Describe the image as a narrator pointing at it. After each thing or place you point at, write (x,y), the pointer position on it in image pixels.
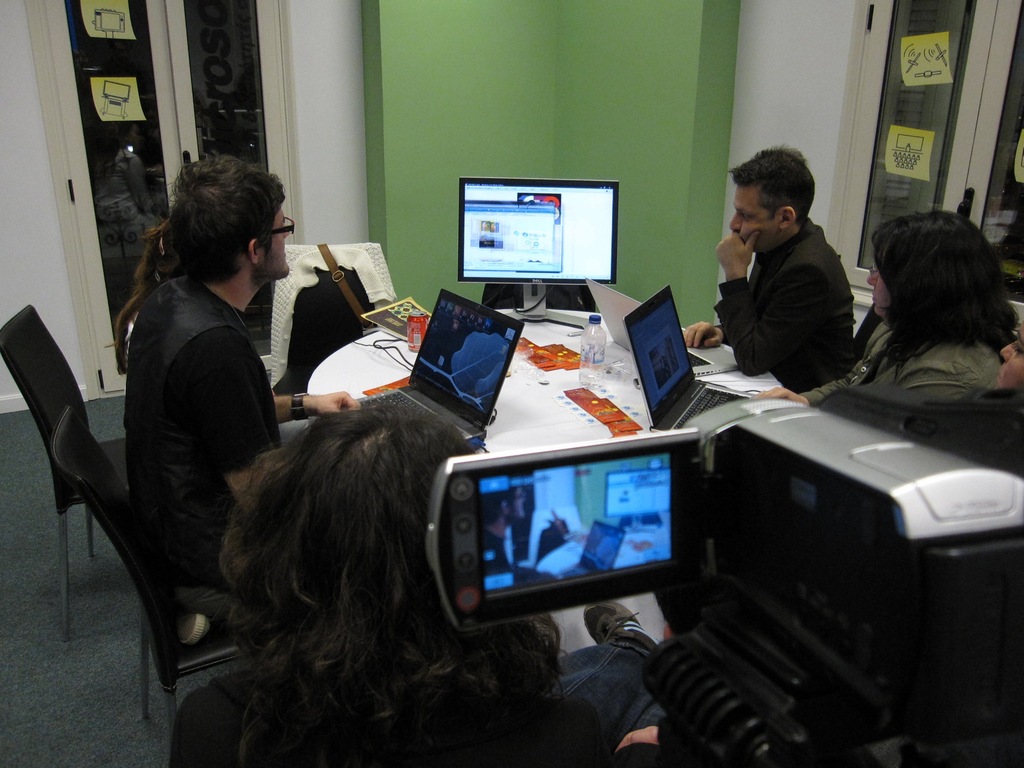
In this image we can see there are people (767,337) sitting on the chairs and working on a laptop (451,391). And we can see the system (578,241), papers (595,399) and a few objects (389,351) on the table (354,378). At the back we can see the stickers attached to the glass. And there are windows (905,112), door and wall (592,145).
